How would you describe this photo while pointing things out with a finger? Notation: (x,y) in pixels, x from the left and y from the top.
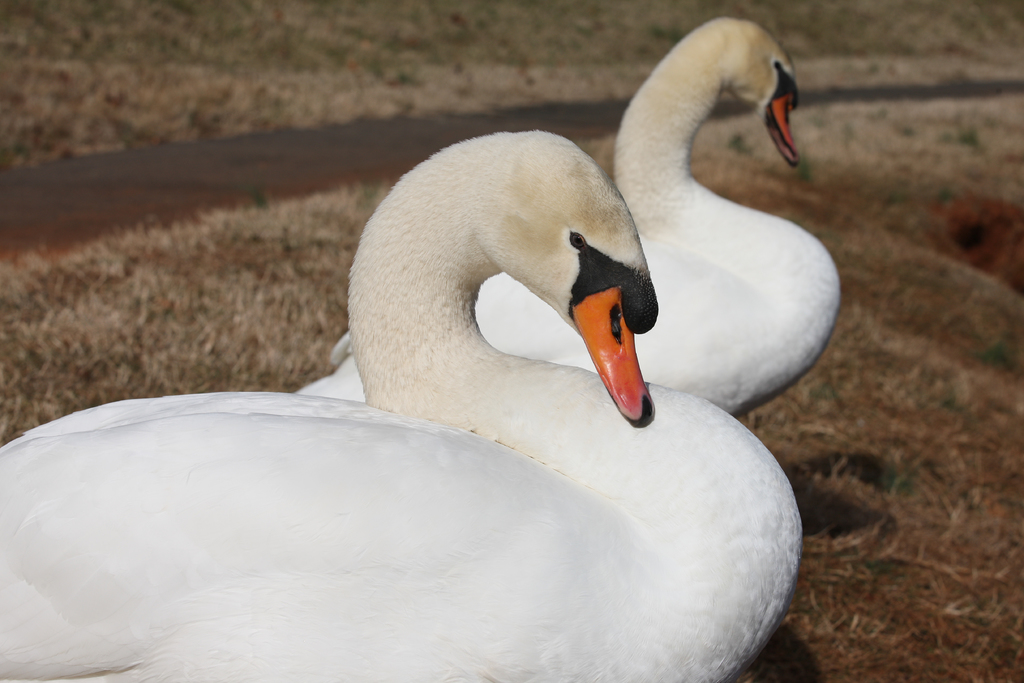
In this image I can see two swans (492,322) facing towards the right side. At the bottom (923,557), I can see the grass (942,556). On the left side (115,188) there is a path (196,167).
